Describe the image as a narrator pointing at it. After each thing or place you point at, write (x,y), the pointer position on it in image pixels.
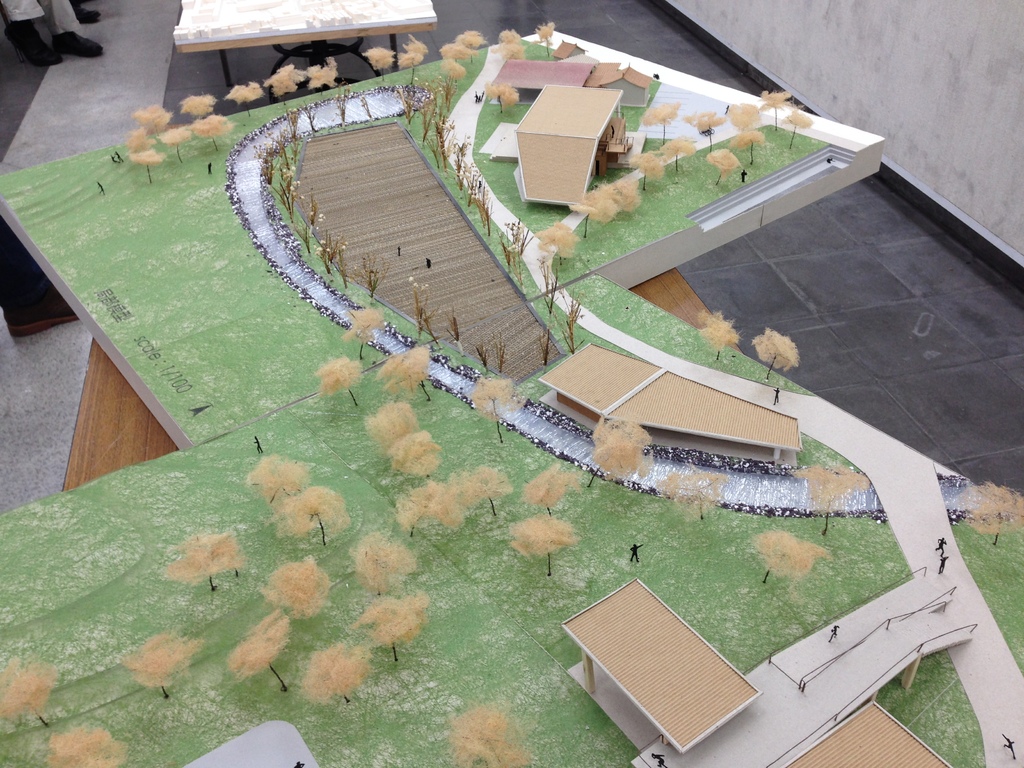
In this image I see a miniature (251,86) on the cardboard (188,295) and I see the trees (218,115), houses (516,159), few people (642,545), green grass (438,395) and the path (653,352) and I see the floor (839,327) over here and this thing (386,370) is on a table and I see the humans legs (83,36) over here and I see the wall (909,110) over here.
